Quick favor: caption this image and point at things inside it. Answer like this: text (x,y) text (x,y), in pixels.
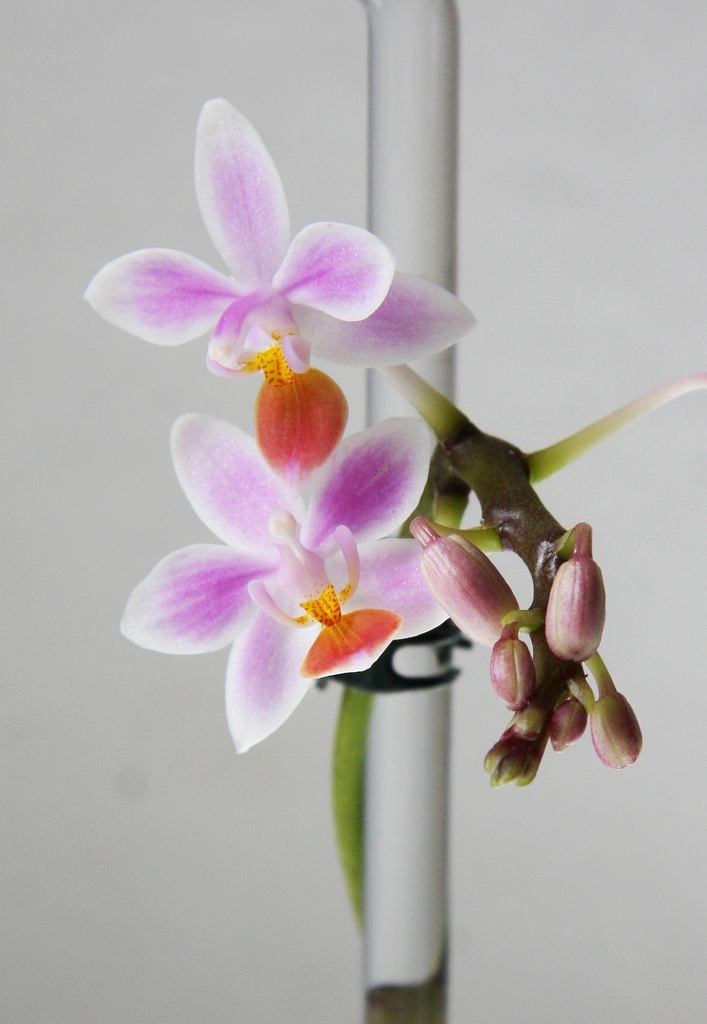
In this image I can see the flowers (285,573) and the buds (512,664). The flowers (283,614) are in purple, white and orange color. And there is a white background (90,53).
